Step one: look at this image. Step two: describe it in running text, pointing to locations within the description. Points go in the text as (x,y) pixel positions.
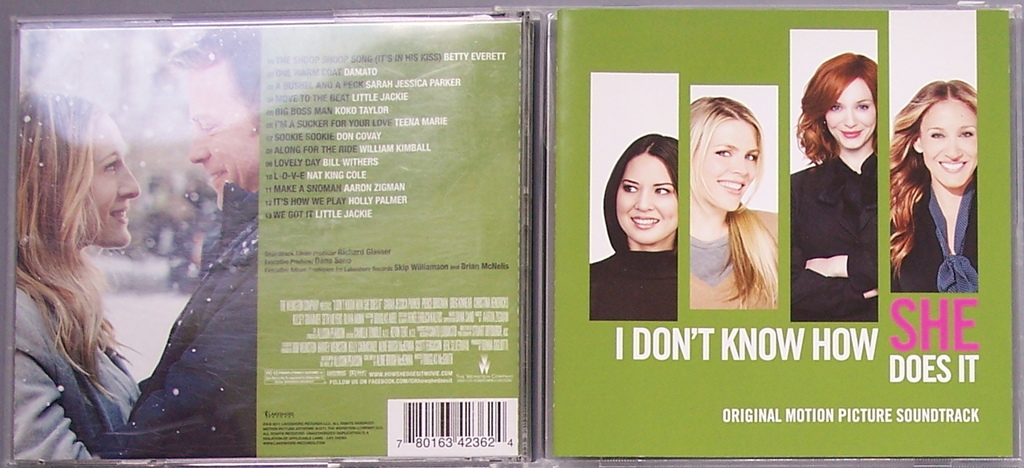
In this image we can see a poster (319,155) with some text (369,148) and images (808,199) on the poster (833,326).
